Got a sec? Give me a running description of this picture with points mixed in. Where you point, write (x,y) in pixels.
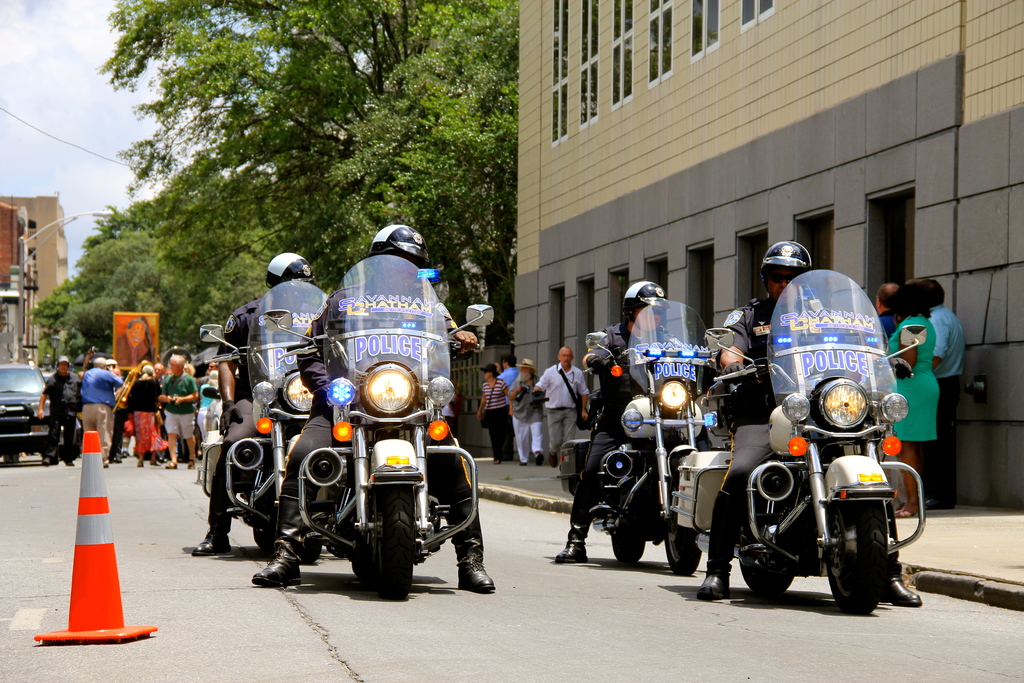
Here 4 police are riding the bikes (622,443) on the road (631,580). In the right side (723,256) there is a building (825,166), in the middle (447,249) there are trees (412,195).
